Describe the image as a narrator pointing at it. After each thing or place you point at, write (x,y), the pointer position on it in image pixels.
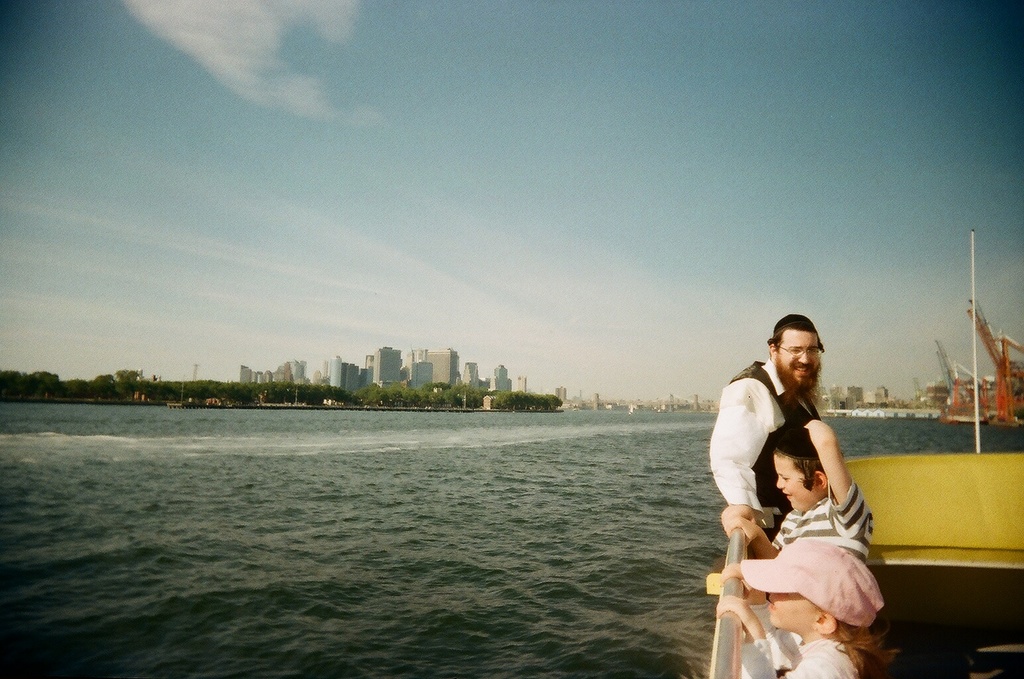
In this picture I can see three persons (824,515) standing on the boat (870,495), which is on the water (552,560), there are buildings (278,370), trees (380,384), and in the background (445,178) there is sky (413,157).
